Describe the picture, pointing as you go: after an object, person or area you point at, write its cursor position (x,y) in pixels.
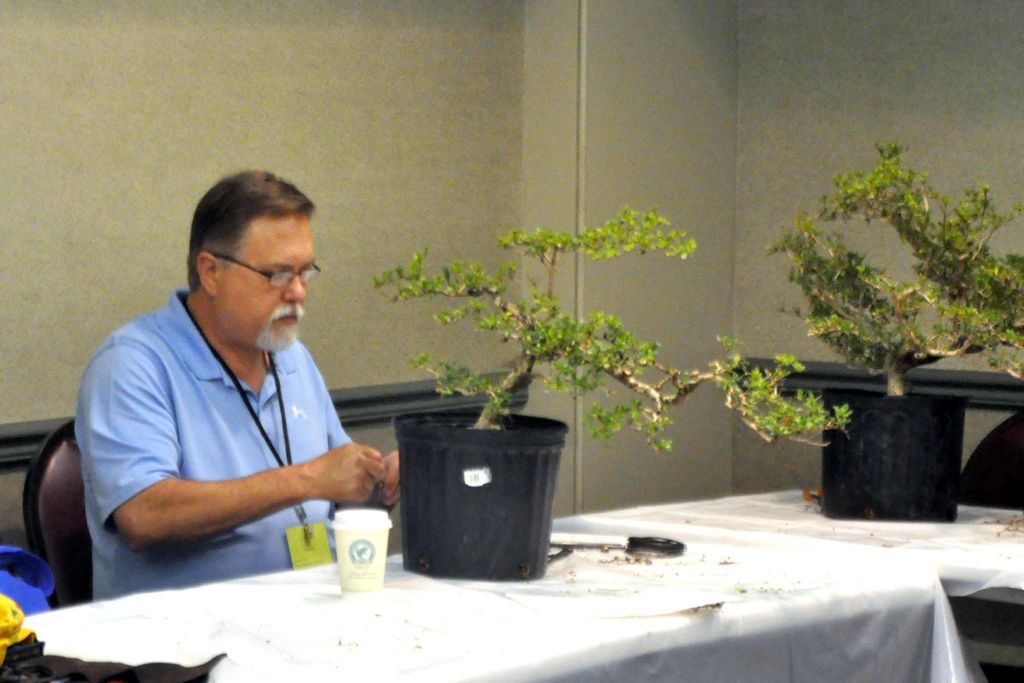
In the image there is a man (334,490) sitting in front of a table (148,635) and doing some work, on the table (396,567) there are two plants (776,413) and beside one of the plant (757,415) there is a cup (371,574) and in the background (237,53) there is a wall (86,48).
